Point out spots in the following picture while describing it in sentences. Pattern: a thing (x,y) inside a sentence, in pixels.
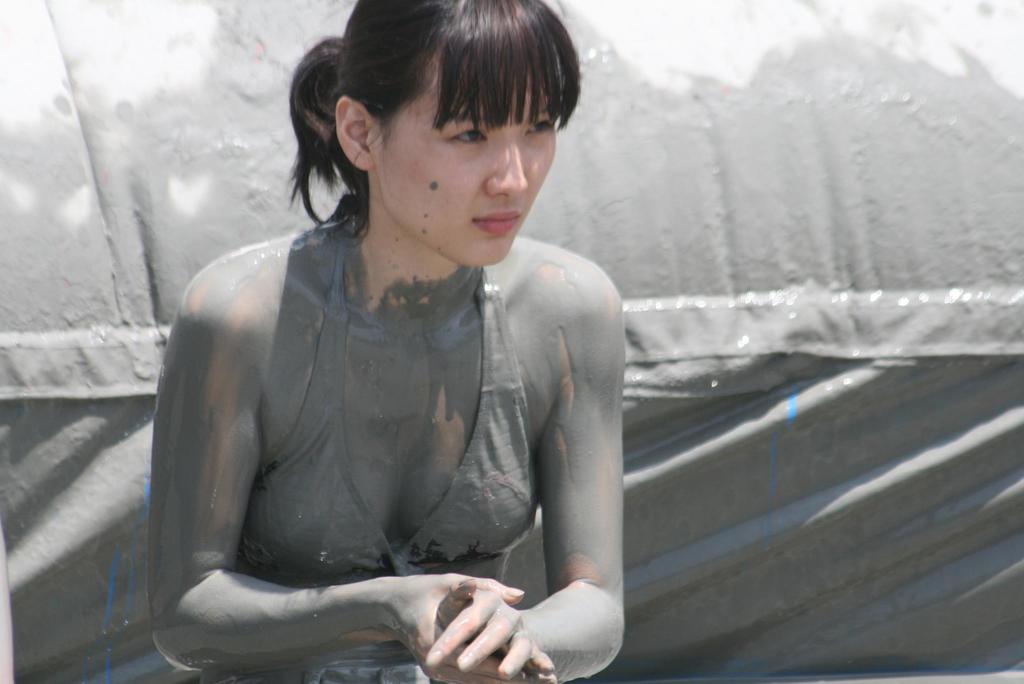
In this picture, we can see a lady (608,398), and we can see the background (631,195).
